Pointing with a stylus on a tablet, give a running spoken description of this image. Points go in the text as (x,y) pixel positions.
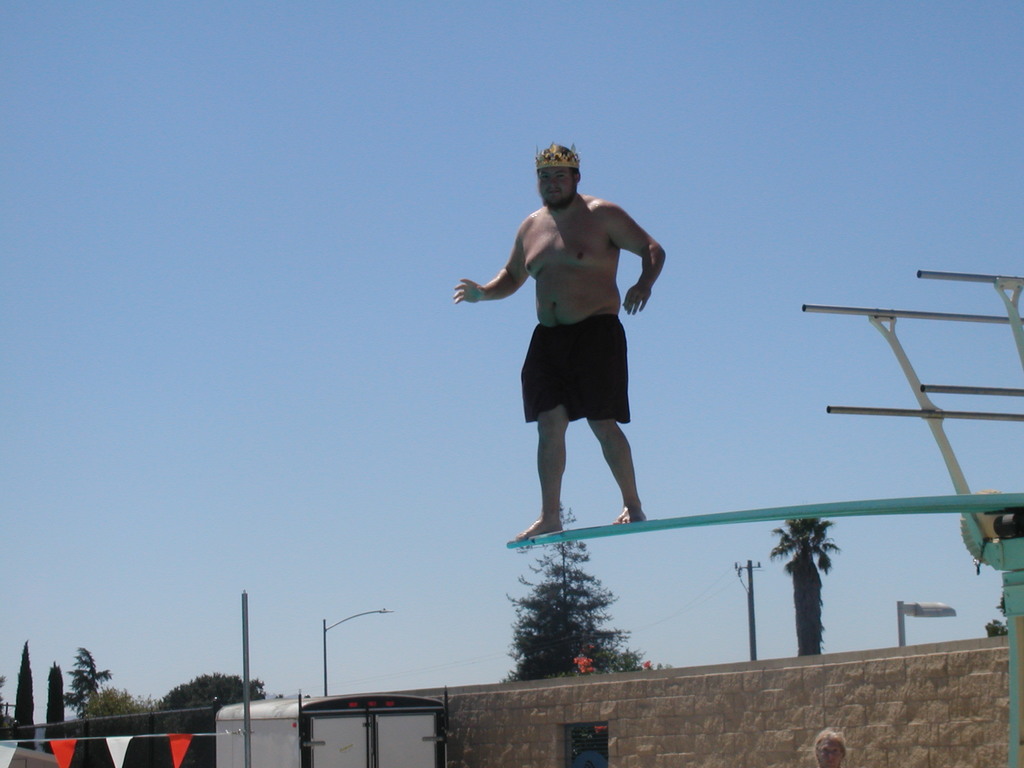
In this image in the center (562,274) there is one person (562,420) who is standing on a board (718,517), at the bottom (483,713) there are a trailer (252,736), wall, poles (246,702), flags (181,735) and trees (171,704). On the top of the image (350,191) there is sky (983,455).
